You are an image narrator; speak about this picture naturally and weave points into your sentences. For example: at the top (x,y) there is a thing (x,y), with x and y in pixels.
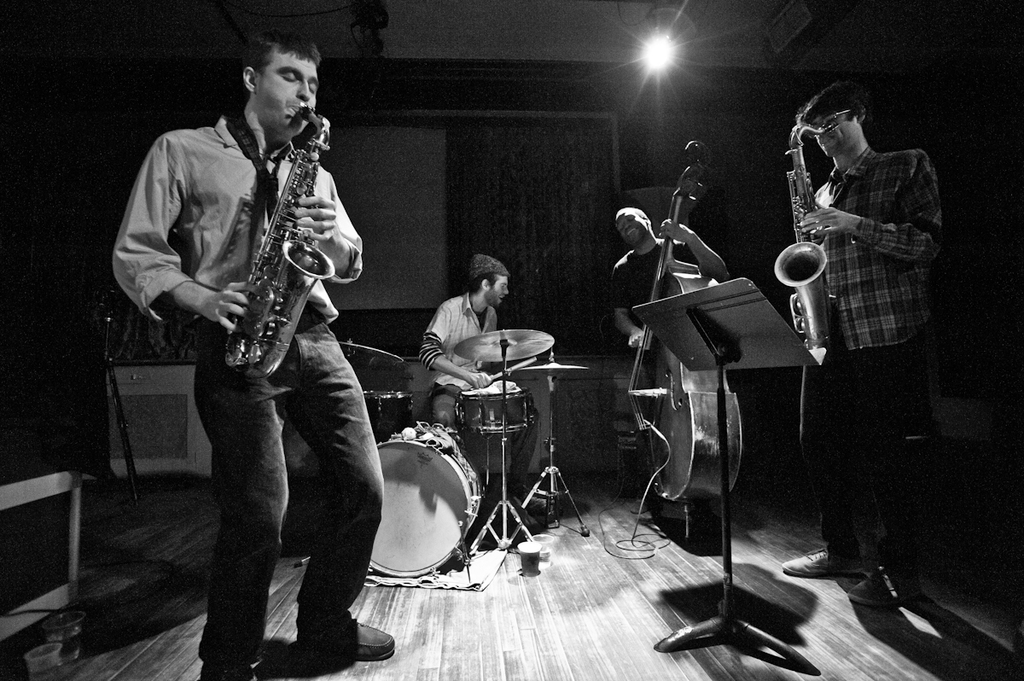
In this image I can see few people (139,220) playing musical instruments (802,179). In the background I can see a light (663,73).
